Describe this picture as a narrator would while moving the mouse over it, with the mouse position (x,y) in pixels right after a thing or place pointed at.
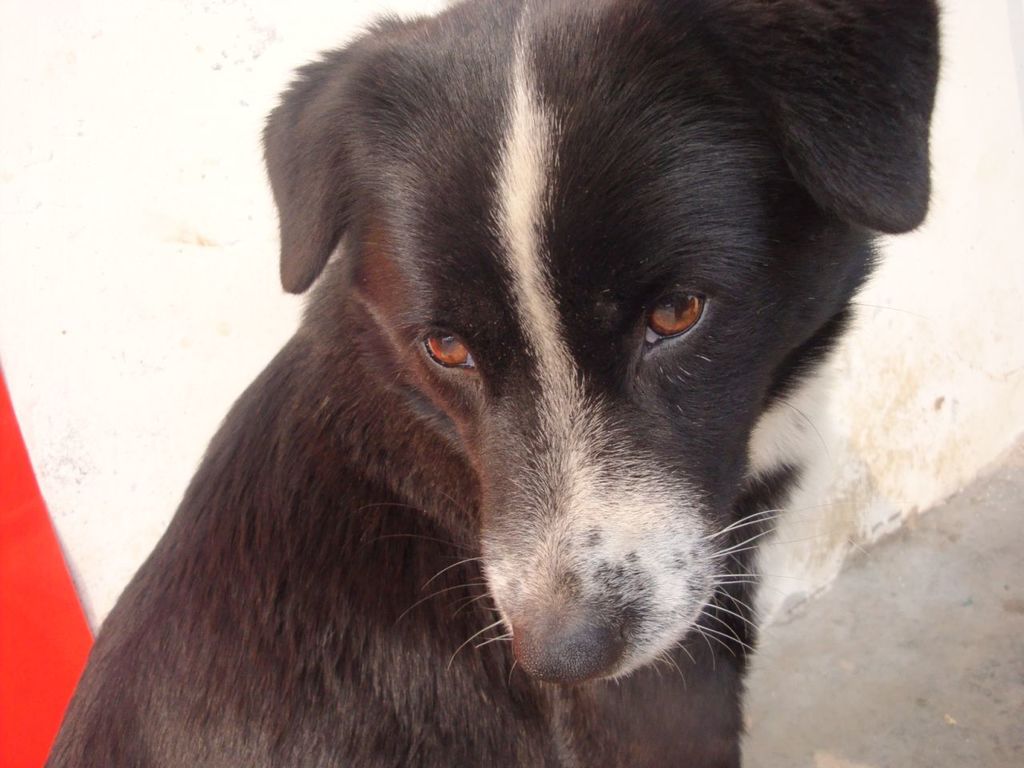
In this picture I can see there is a dog (523,583) sitting and it is in black color and in the backdrop (39,148) I can see there is a white wall (67,368) and a red object (68,648).
